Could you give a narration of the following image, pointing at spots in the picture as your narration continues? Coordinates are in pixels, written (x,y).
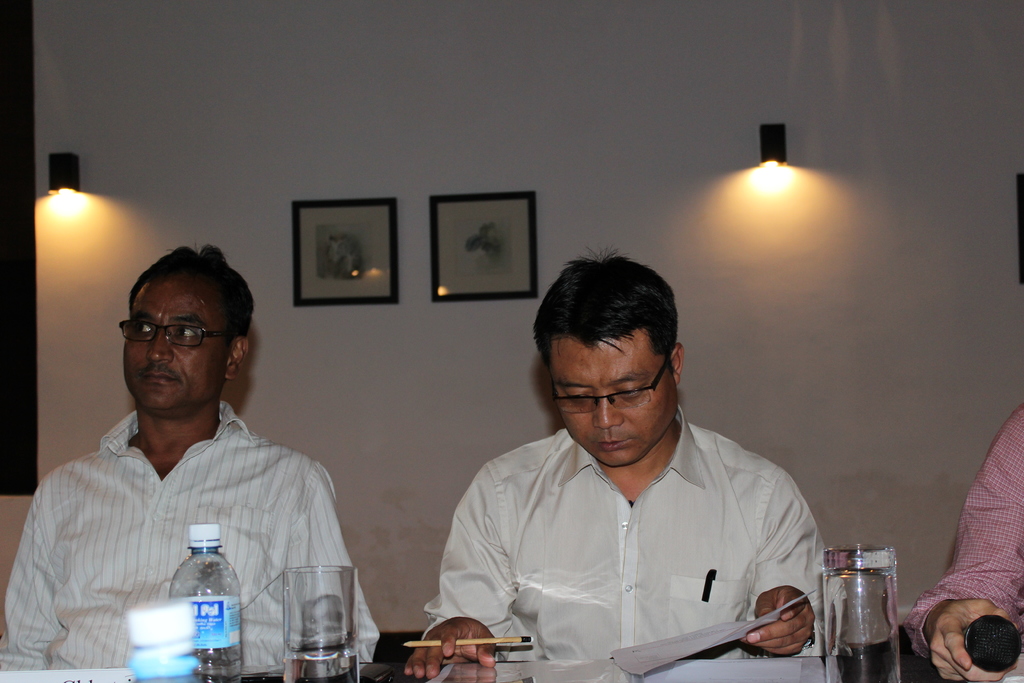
This is an image clicked inside the room (462,642). In this I can see three persons (752,526) are sitting beside the table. On this table (802,675) two bottles (227,636), glasses (314,623) and some papers (651,664) are placed. The person (957,584) who is at the right side (986,572) is holding a mike (983,644) in his hand (990,609). In the background (676,58) I can see a wall (522,76). Two frames (522,213) and two lights (767,165) are attached to this wall (760,60).
